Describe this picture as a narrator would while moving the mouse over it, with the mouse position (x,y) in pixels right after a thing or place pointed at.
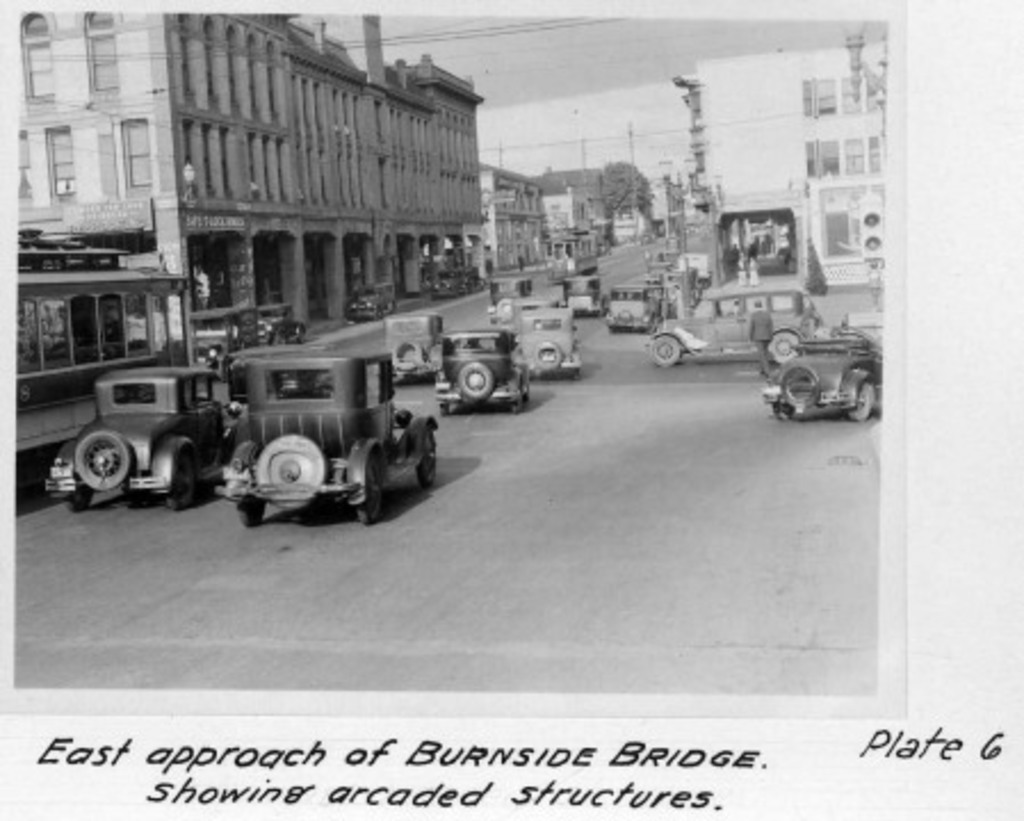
This is an edited image with the borders (800,819) and the picture is clicked outside. On the right (746,347) we can see the group of vehicles (519,389) and in the center (367,284) we can see the buildings (491,184) and we can see the text (110,212) on the boards (126,212). In the background (555,90) we can see the sky (571,137), cables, trees (620,203) and many other objects (611,241) and we can see the text (571,753) on the image.
